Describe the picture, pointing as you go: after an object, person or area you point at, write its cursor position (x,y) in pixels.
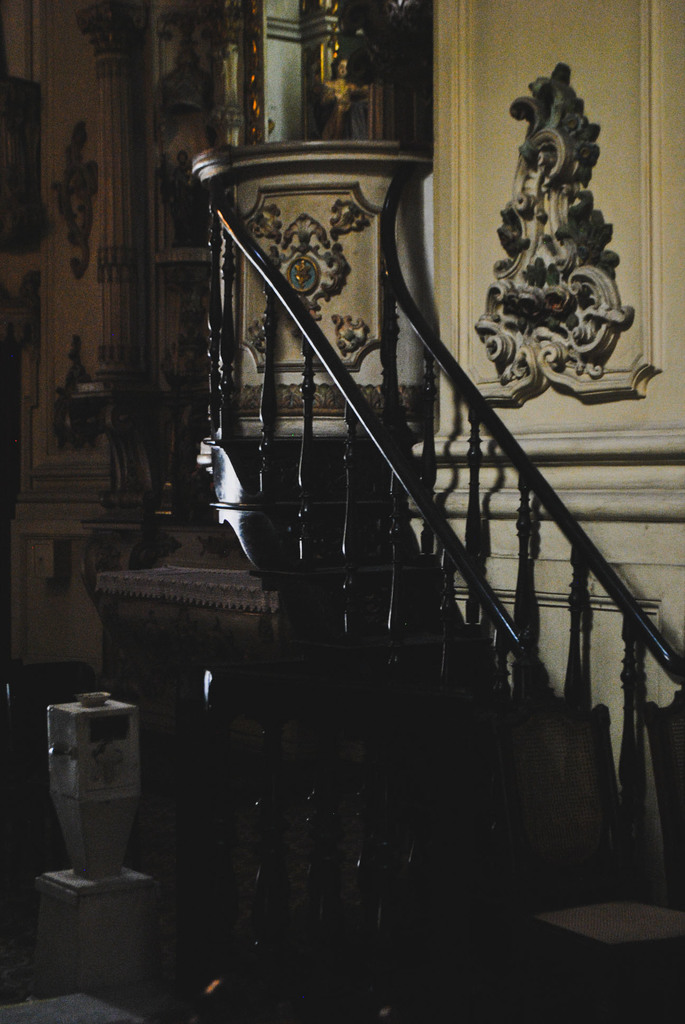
This is an inside view of a building (675,158). There is an idol (339,89) and staircase (632,798).
